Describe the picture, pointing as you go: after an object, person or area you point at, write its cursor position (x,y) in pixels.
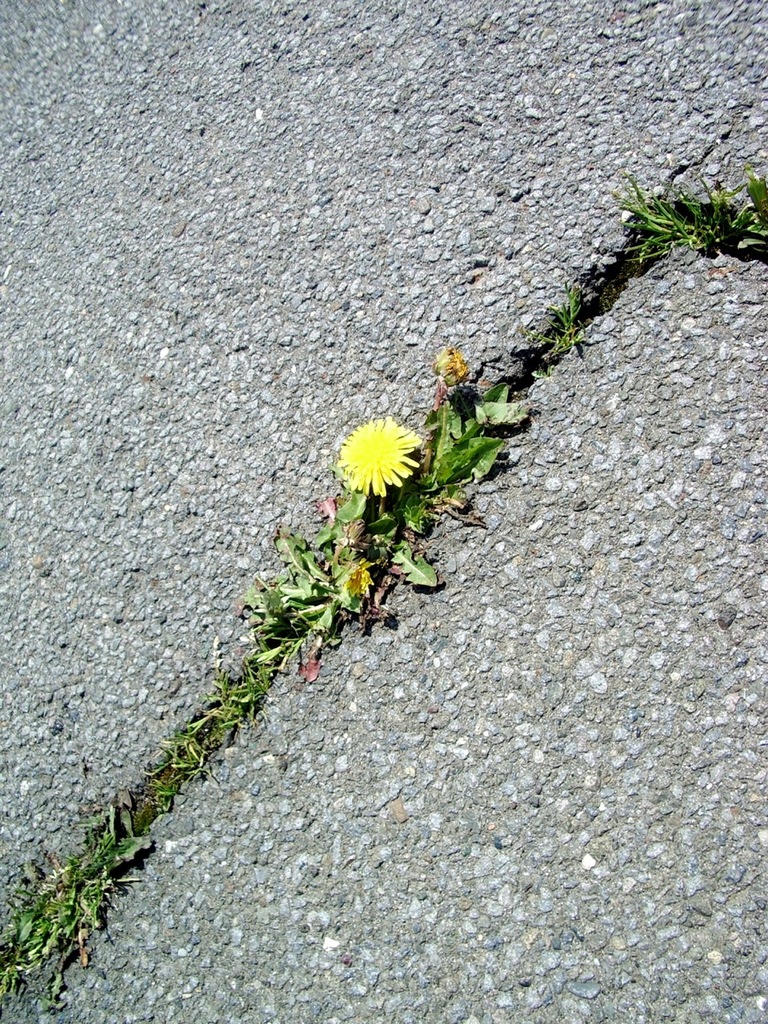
In the center of the image (384,466) we can see a flower (364,461), which is in yellow color and there are leaves (492,450). In the background (418,239) there is a road (544,622).
